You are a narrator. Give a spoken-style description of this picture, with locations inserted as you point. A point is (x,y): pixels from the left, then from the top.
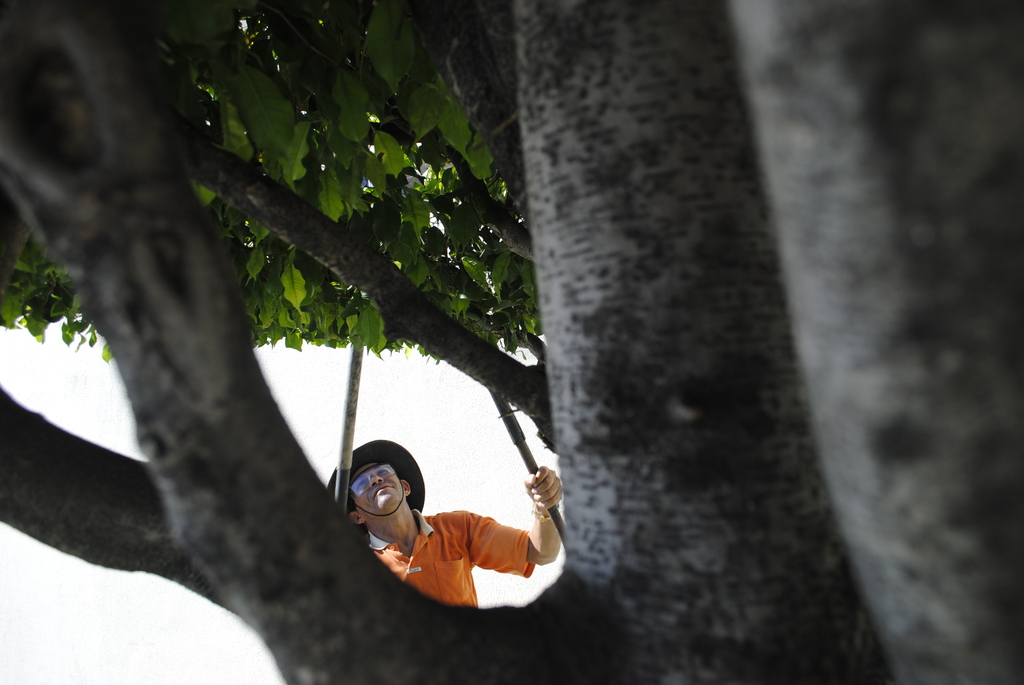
In this image I can see tree trunk (562,401), number of green colour leaves (299,51) and here I can see a man (470,596), I can see he is wearing orange colour t shirt (458,533) and a hat (401,467). I can also see he is holding sticks (346,479).
